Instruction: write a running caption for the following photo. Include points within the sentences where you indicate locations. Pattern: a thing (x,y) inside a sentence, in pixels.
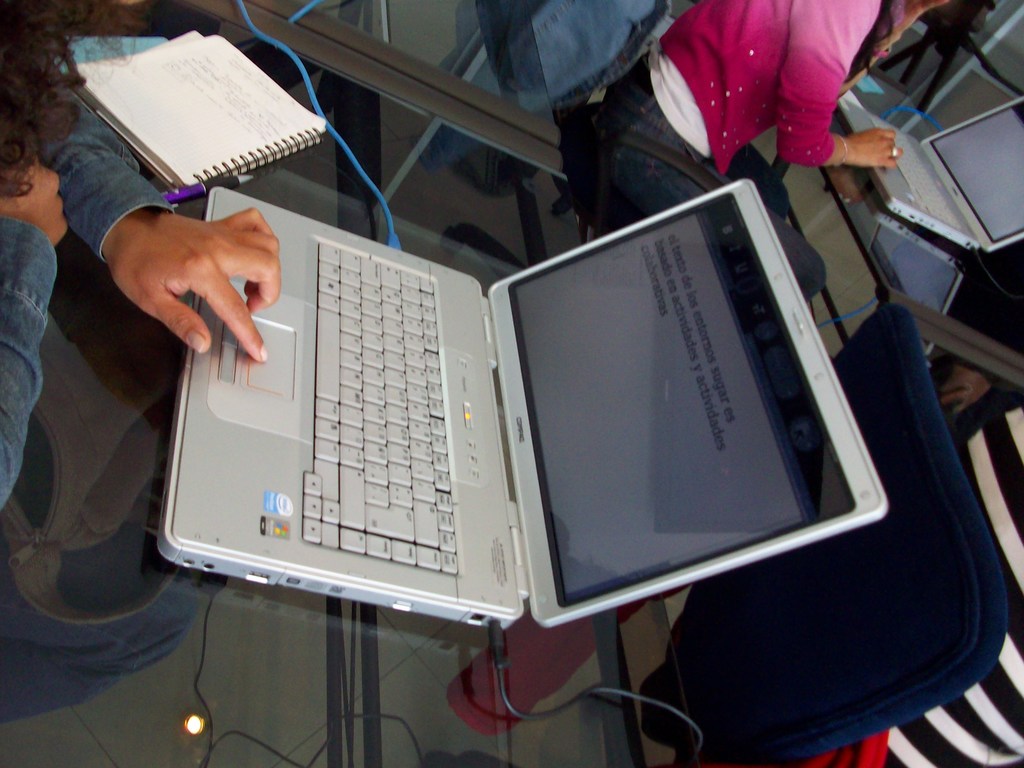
In this image we can see a laptop (284,245) and a book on a glass table (37,419). On the right side (789,117), we can see persons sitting on the chairs (849,549) and a laptop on the table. On the left side (153,227), we can see a person (136,177).
